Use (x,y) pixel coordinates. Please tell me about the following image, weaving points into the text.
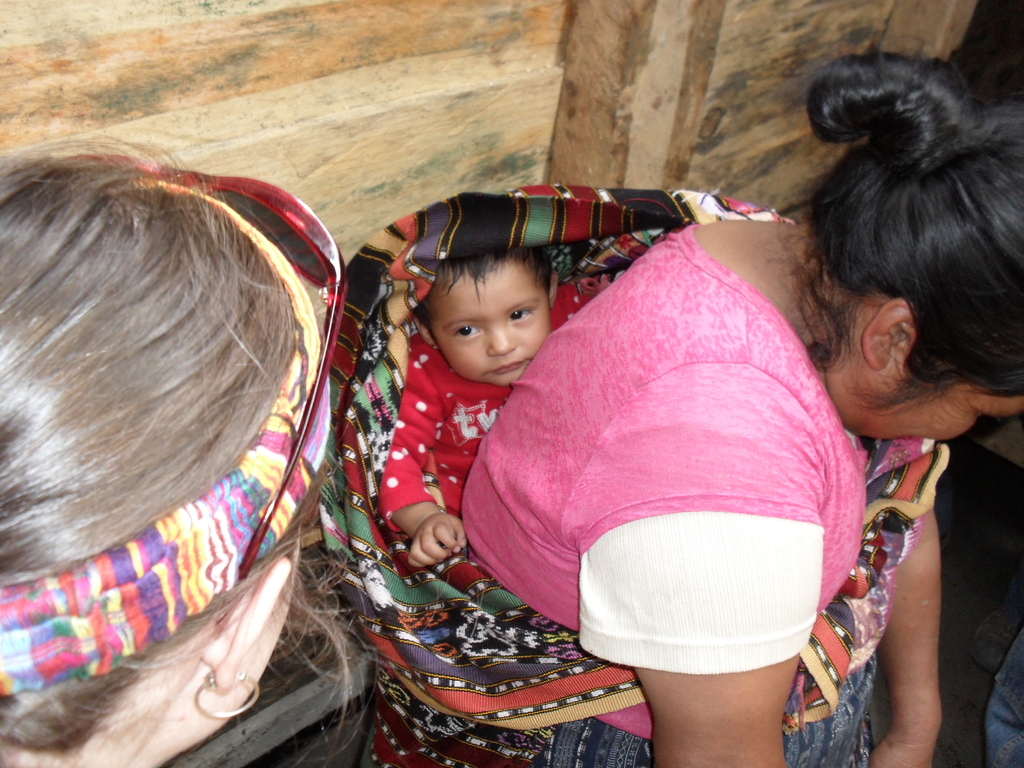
In this image there are persons (447,476) in the center (623,444) the woman (697,498) in the center (679,508) is holding a child (463,461).
